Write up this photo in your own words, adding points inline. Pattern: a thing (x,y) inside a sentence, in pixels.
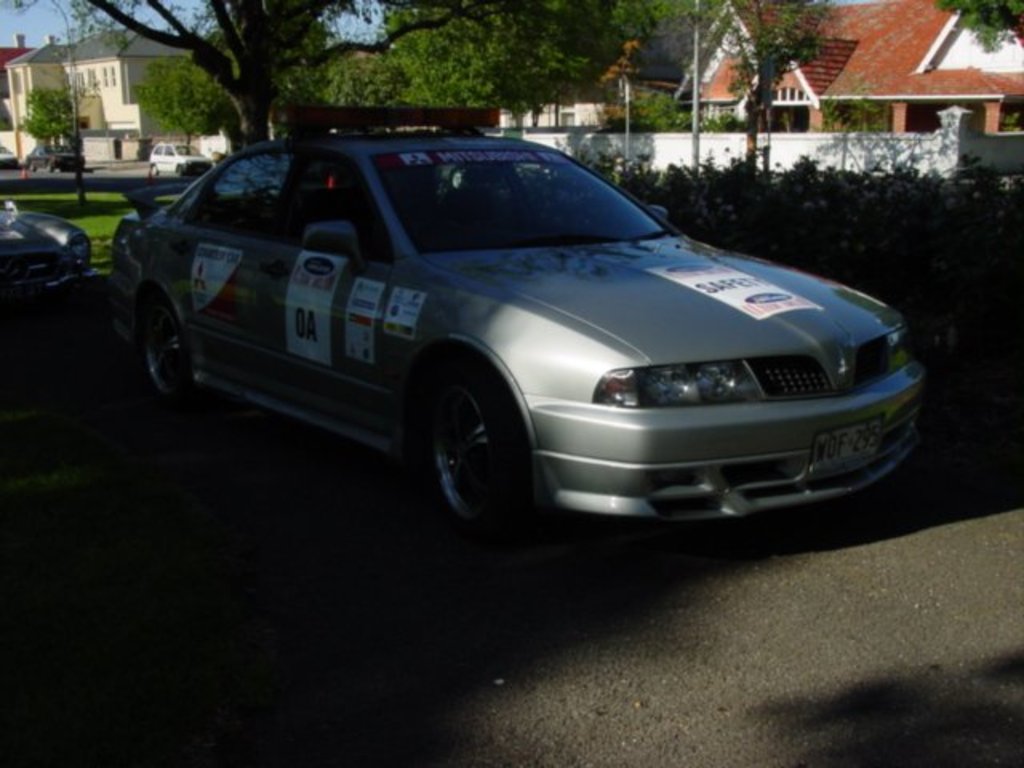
This is completely an outdoor picture. On the background of the picture (374,64) we can see few houses (720,75) and trees (397,46). These are the cars (65,163). In Front (691,449) portion of the picture we can see a car (451,350). Beside to it there are few plants (848,216). On the top left corner of the picture (41,30) we can see a sky (57,32) and it seems like a sunny day.
